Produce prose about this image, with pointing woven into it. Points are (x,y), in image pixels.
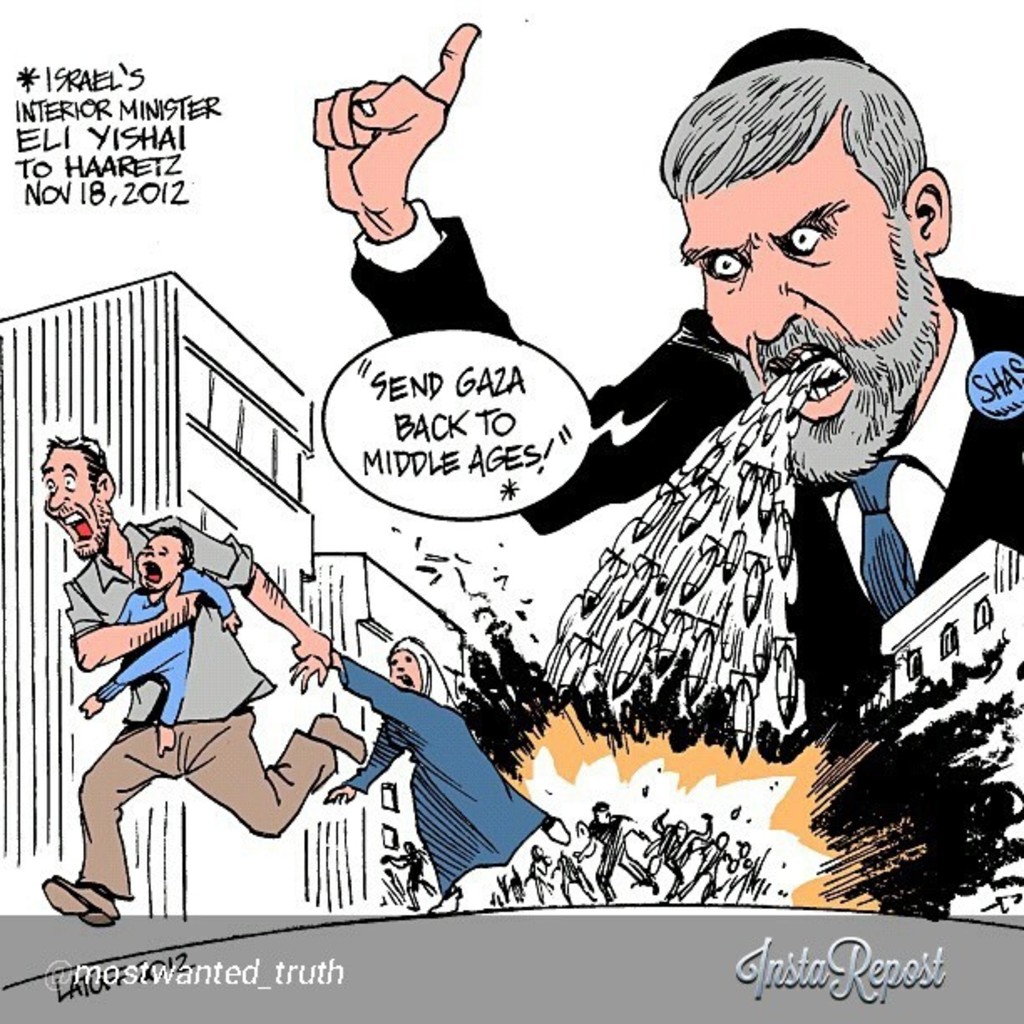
In this picture it looks like a poster (466,388) in this image there are some persons (735,319) and there is some text (412,470), buildings (186,489). And at the bottom (809,967) and top of the image (155,101) there is some text (155,101).
